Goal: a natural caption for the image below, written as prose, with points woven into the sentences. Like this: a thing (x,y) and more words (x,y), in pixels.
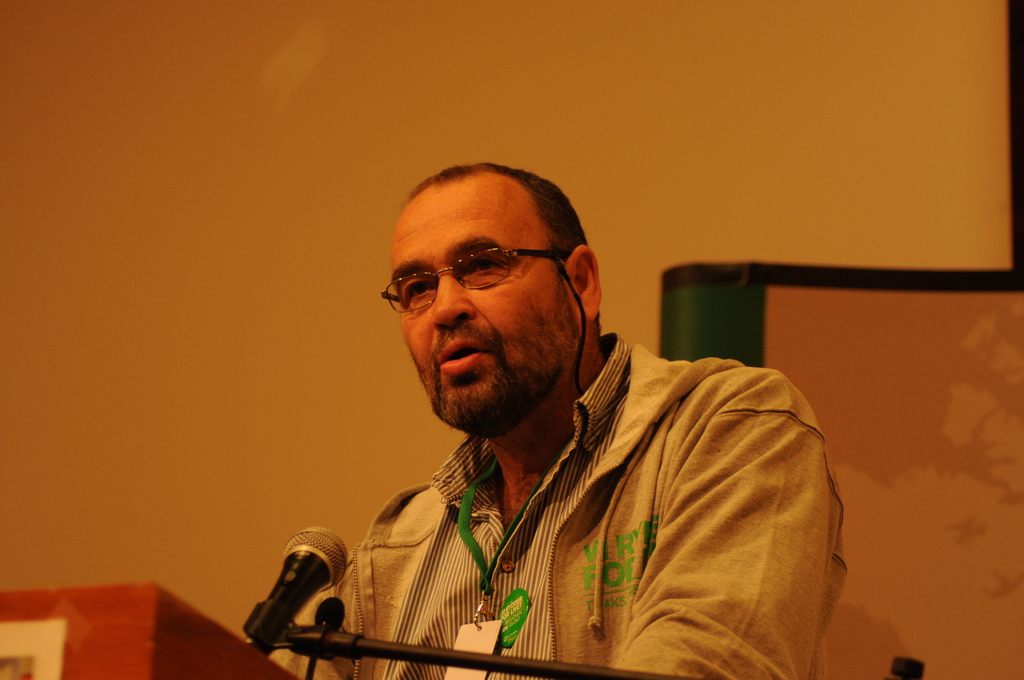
This image is taken indoors. In the background (330,308) there is a wall (793,160) with a projector screen (909,384) on it. In the middle of the image (569,266) there is a man (461,472) standing on the floor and talking on a mic (333,618). On the left side of the image (191,608) there is a podium (136,636).
